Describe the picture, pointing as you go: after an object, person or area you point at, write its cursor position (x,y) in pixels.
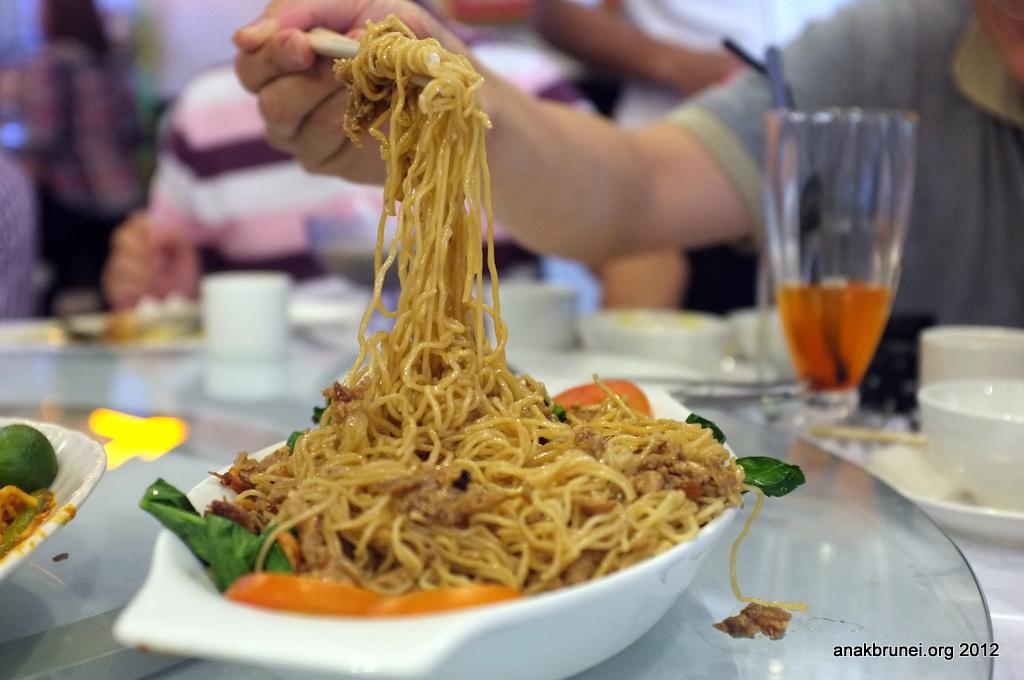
In this picture, we see a table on which a bowl (512,625) containing noodles (439,285), glass (839,197) containing liquid (850,351), cups (965,478), saucers (921,472), glasses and a plate (81,498) are placed. The man (549,190) in grey T-shirt (940,198) is holding chopsticks (359,50) in his hand (338,112). Beside him, we see a man (195,116) in white and pink T-shirt (231,189) is sitting. Behind him, we see people (694,54) and it is blurred in the background (80,101).
